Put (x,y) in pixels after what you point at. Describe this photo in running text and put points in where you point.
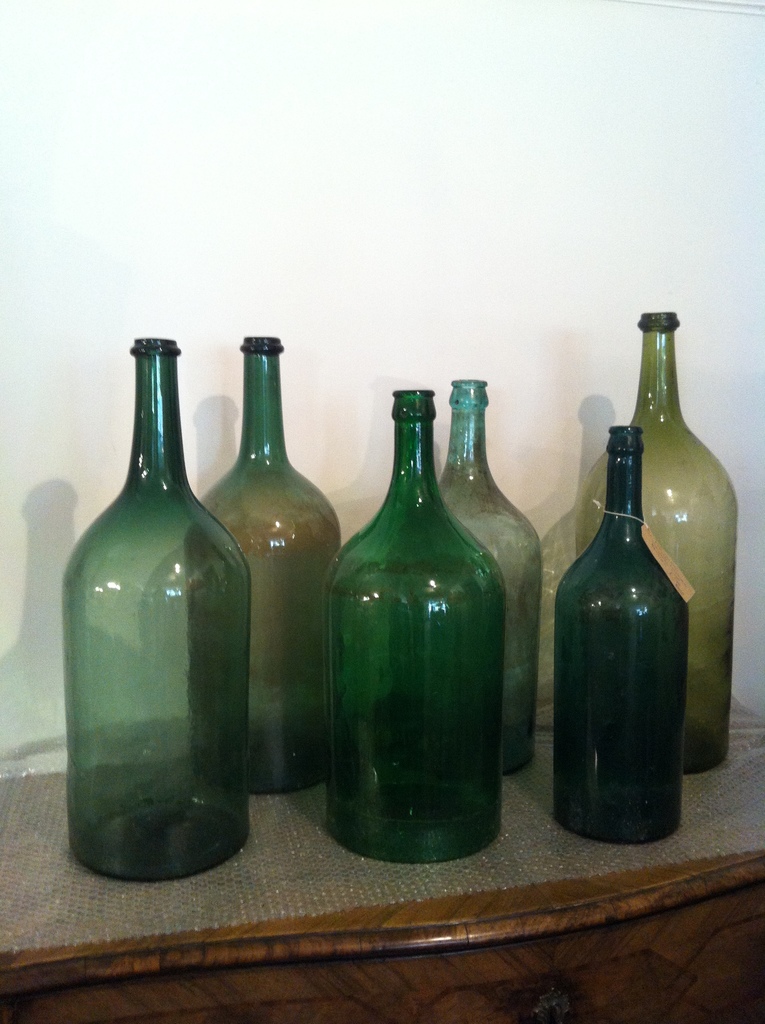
In this image there are six bottles (463,801) with the different colours on a mat (509,854). At background (735,32) there is a wall (704,13).
